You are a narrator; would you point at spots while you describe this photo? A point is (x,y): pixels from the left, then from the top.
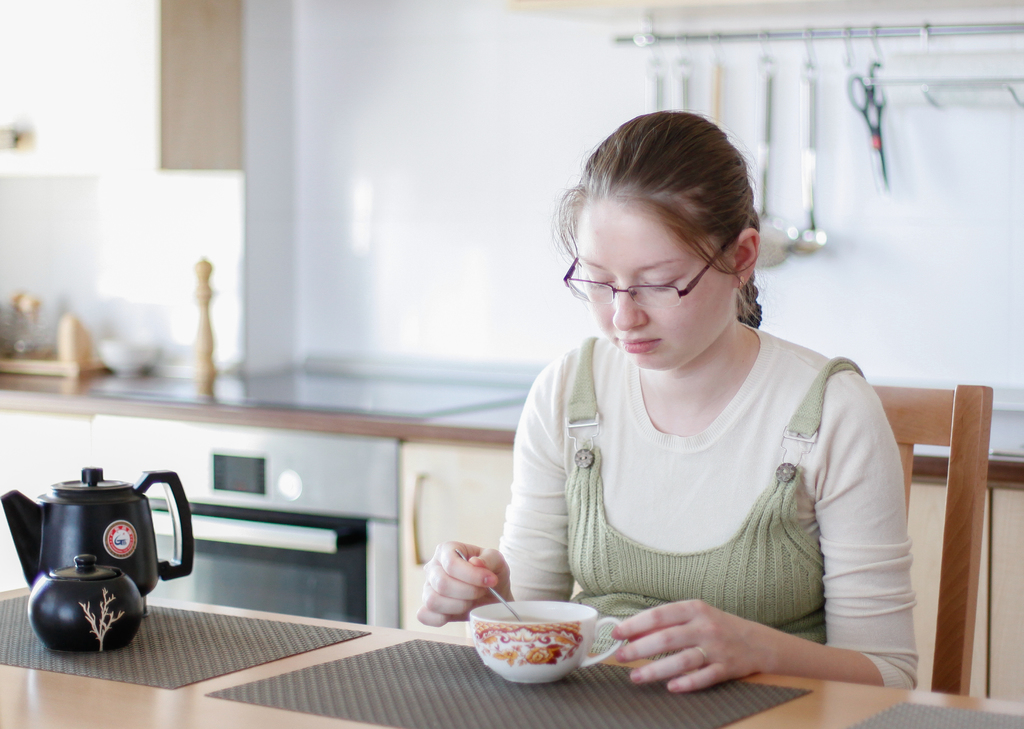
In this picture we can see a woman (664,269) who is sitting on the chair (968,444). She has spectacles (720,256). This is table (285,662). On table (285,662) there is a jar (154,571) and a cup (557,662). On the background (443,247) there is a wall (463,173). And these are the spoons (813,152).
